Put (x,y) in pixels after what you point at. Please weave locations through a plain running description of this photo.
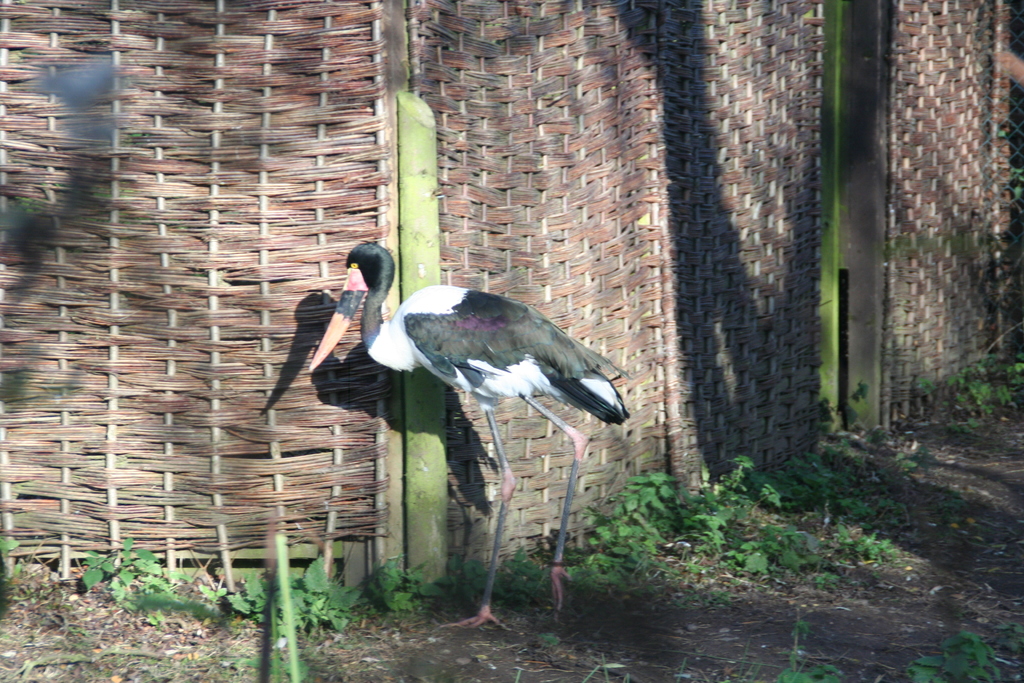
In this image there is a stork (401,358) walking on the ground (501,635). There are plants (505,562) and grass (263,624) on the ground (364,641). Behind it there is a wall (686,157).
